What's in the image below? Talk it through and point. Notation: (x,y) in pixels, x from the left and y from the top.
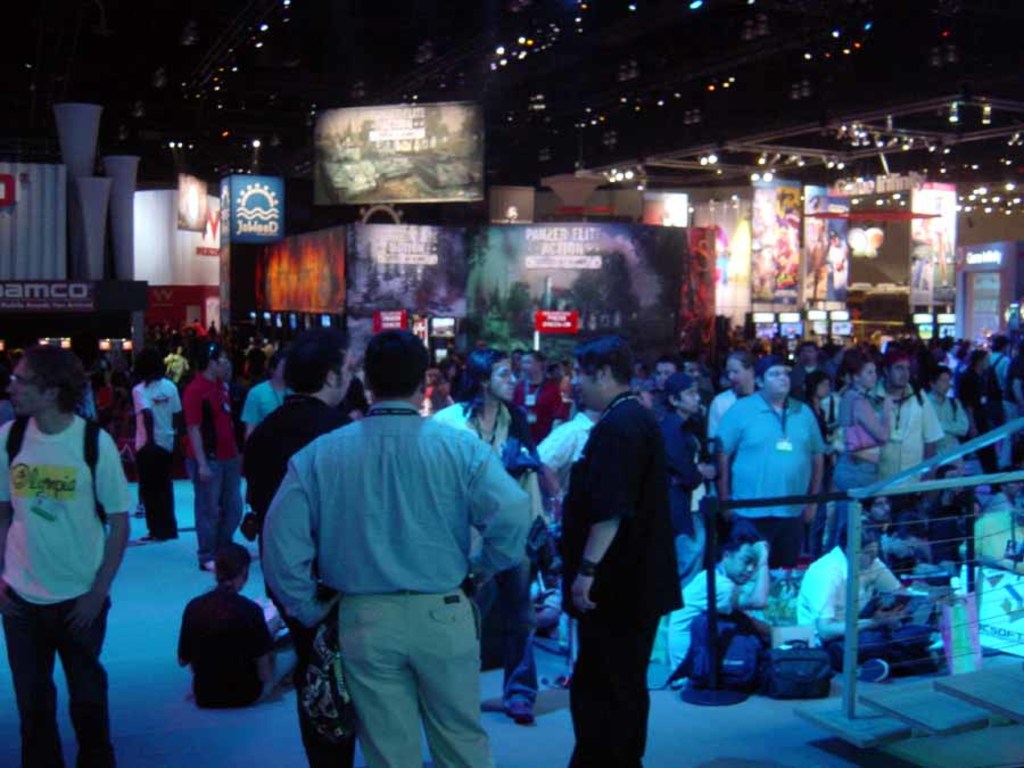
In the picture I can see group of people (403,436) among them some are sitting and some are standing on the ground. In the background (397,295) I can see banners (557,229), lights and some other objects (184,253).
